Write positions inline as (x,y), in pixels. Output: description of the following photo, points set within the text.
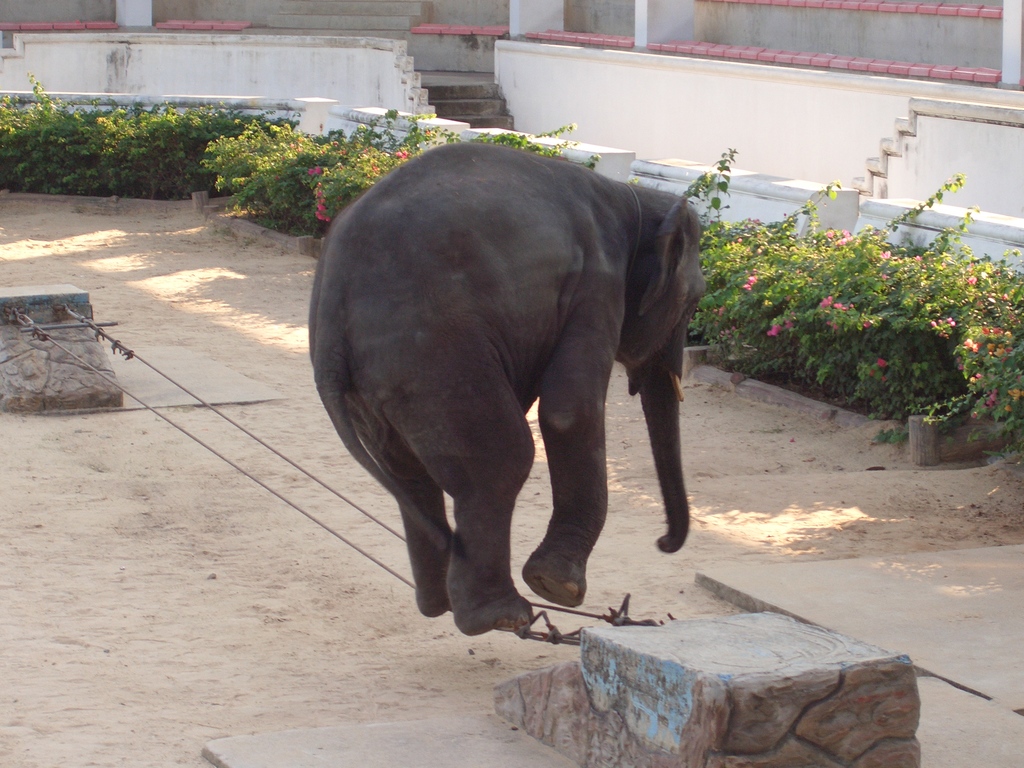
In the image in the center (605,490) we can see one elephant (574,516) on the rope (395,572). In the background (250,57) there is a wall (666,93), staircase (459,101), fence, sand (313,679), plants (744,252), flowers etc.
